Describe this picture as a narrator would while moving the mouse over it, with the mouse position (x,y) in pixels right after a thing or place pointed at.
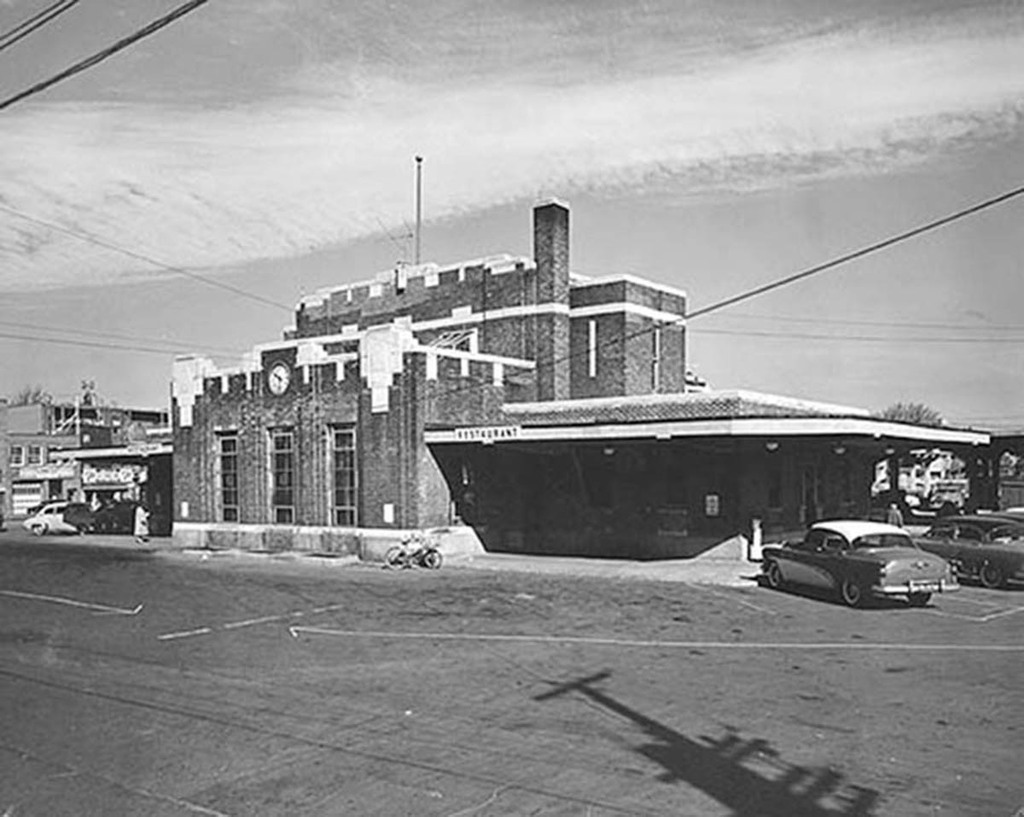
Here this is a black and white image, in which we can see buildings (232,440) and stores (16,452) with windows (226,455) present over a place and we can also see cars (878,534) present on the road (443,594) and we can also see a clock (283,381) present on a building (351,381) and we can see people (138,531) walking on the road (438,574) and we can also see a bicycle (399,553) present and we can see clouds (85,247) in the sky (814,175).
